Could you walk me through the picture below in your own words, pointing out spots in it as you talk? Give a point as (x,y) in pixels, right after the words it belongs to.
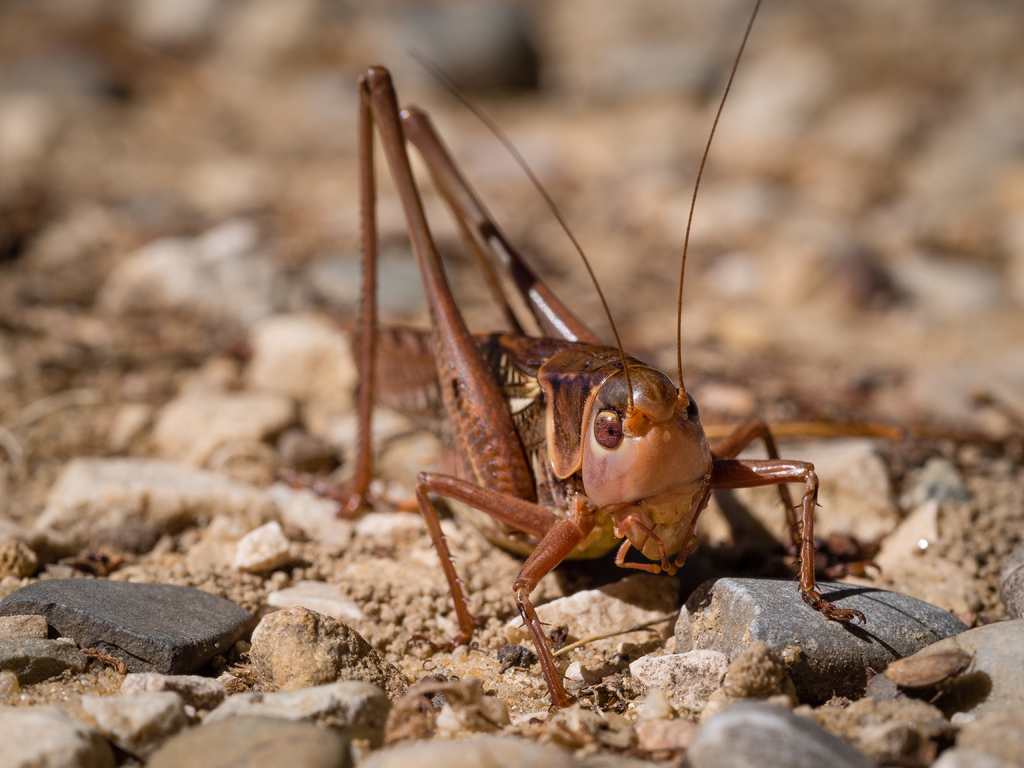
In this image we can see an insect (616,510) on the stones (616,625).
